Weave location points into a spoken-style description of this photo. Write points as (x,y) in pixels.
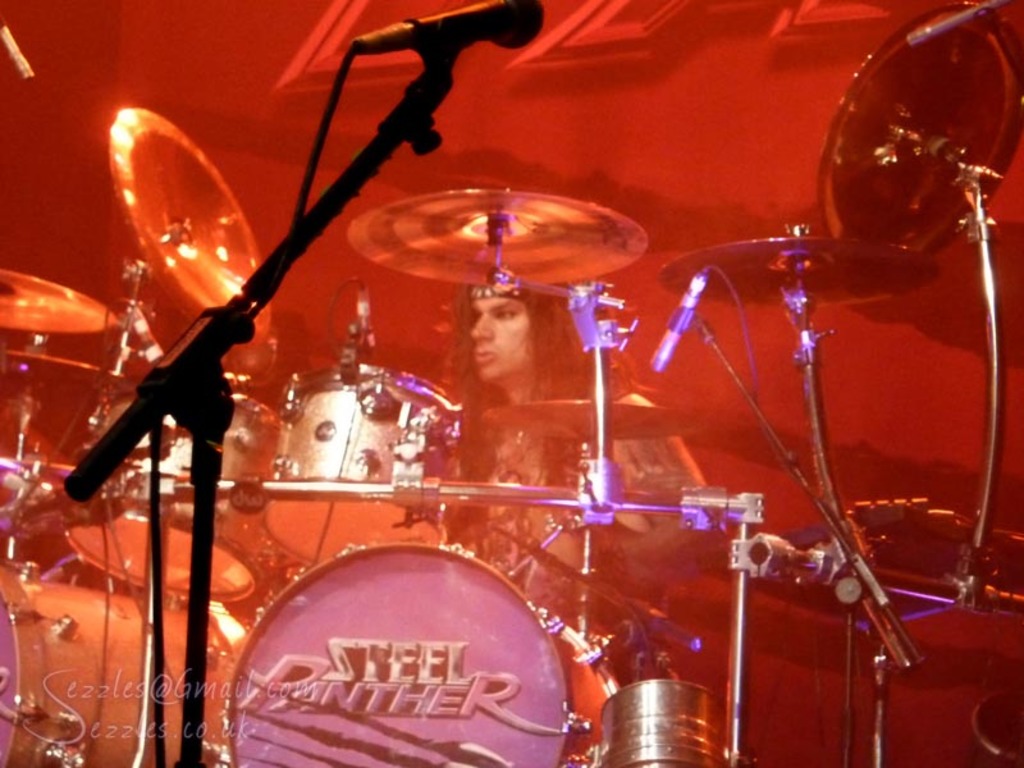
In the image there is a music band (309,424), a person (510,376) is playing the band (256,486) and around that area there is a lot of red color light (96,262) is focusing.
